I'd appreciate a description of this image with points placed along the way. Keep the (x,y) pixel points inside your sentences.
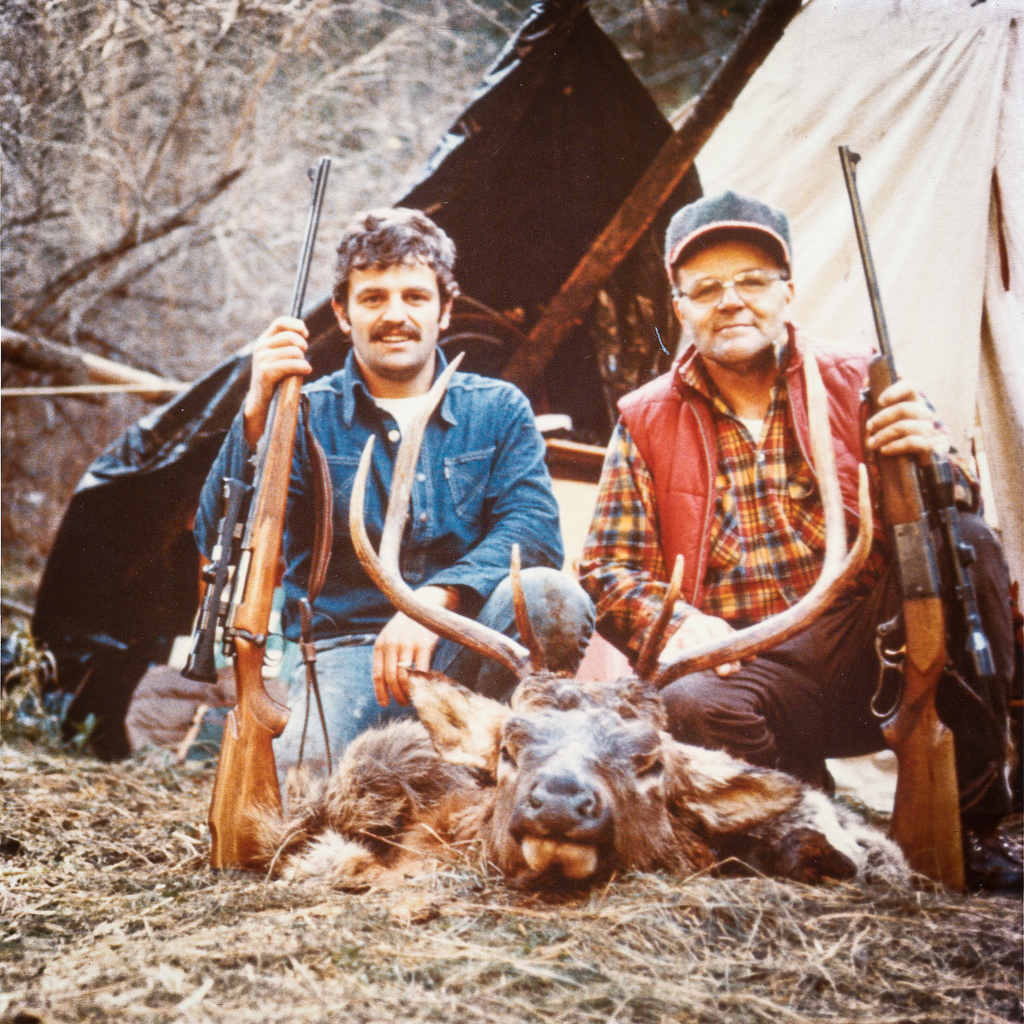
In this image I can see there are persons (645,471) holding a gun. And in front (409,763) there is a wild animal (539,829) on the ground (645,877). And at the back (693,180) there it looks like a tent (143,462) and trees (325,132).
